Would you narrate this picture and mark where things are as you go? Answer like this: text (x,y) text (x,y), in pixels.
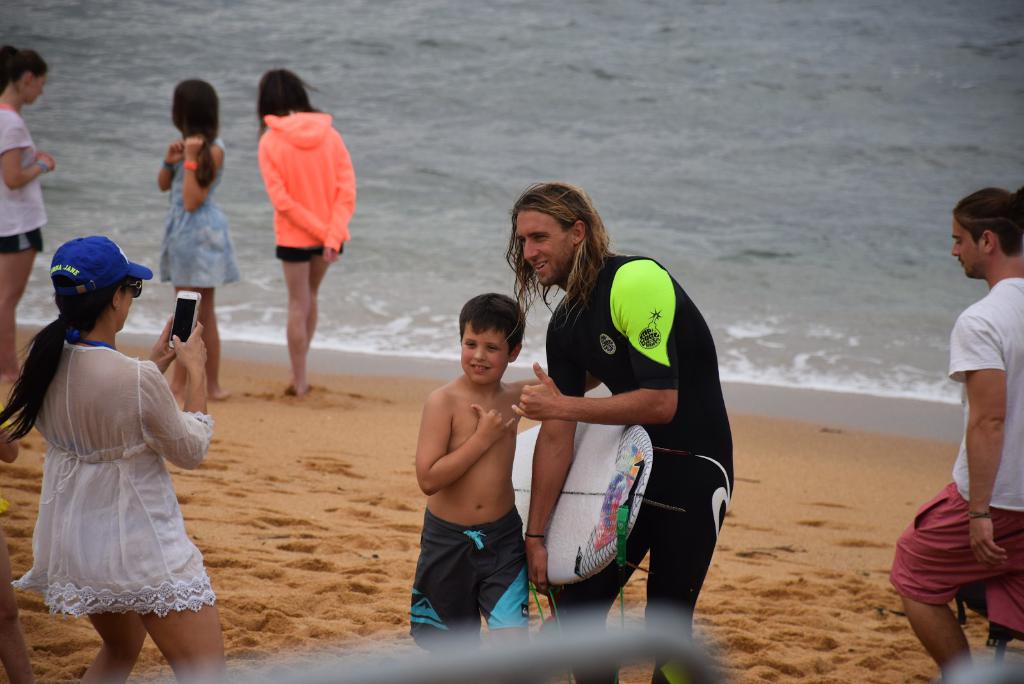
In this image, There is sand (219,540) which is in yellow color, There are some people (712,460) standing and in the left side (153,577) there is a girl (70,519) standing and she is taking picture in her phone (180,332), In the background (541,180) there is water (724,154) which is in blue color.
